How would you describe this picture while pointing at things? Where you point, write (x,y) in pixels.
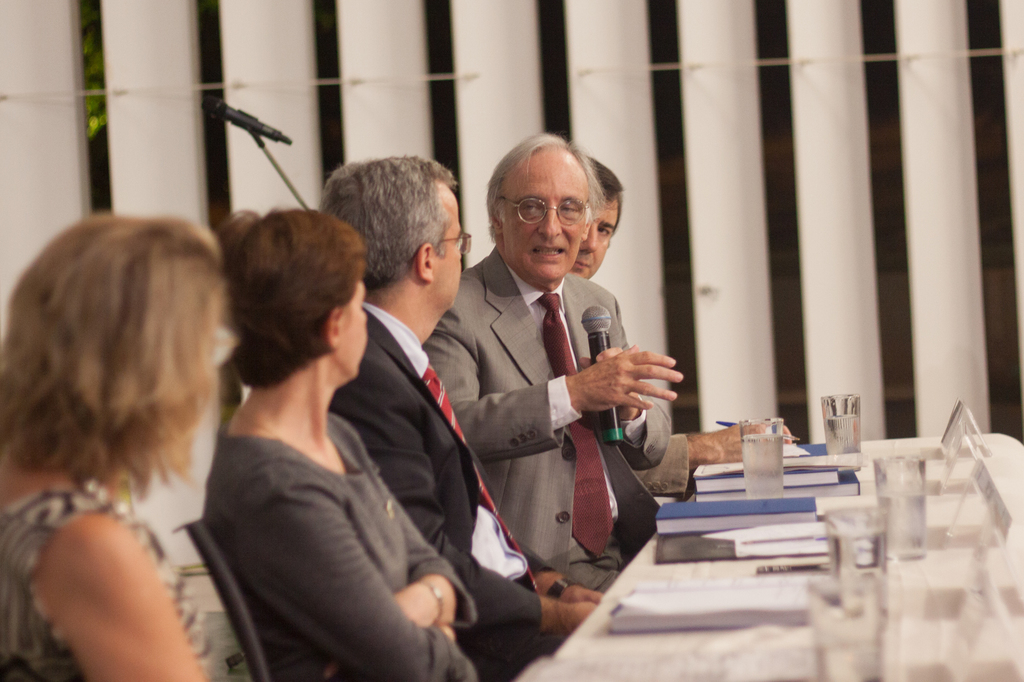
There are some people (291,424) sitting on chairs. A person (512,316) wearing specs (528,223) is holding a mic (592,341). In front of them there is a table (669,640). On that there are books (720,500), glasses (856,442) and some other items (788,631). In the back (524,85) there are pillars (388,82) and mic (224,107) with mic stand (251,131).
